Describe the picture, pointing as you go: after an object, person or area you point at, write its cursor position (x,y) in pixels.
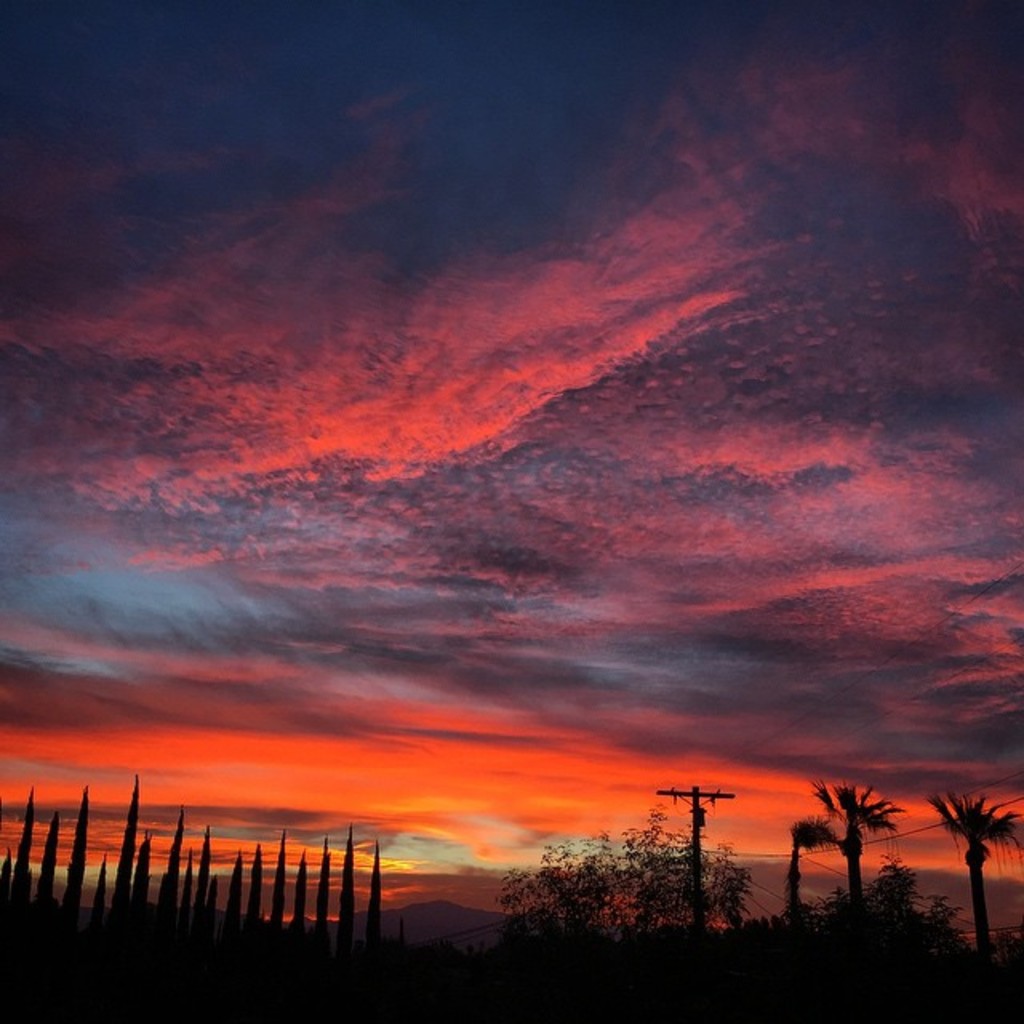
In this image we can see sky (518,559) with clouds (430,707), hills (397,912), electric pole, electric cables (429,940) and plants (634,959).
